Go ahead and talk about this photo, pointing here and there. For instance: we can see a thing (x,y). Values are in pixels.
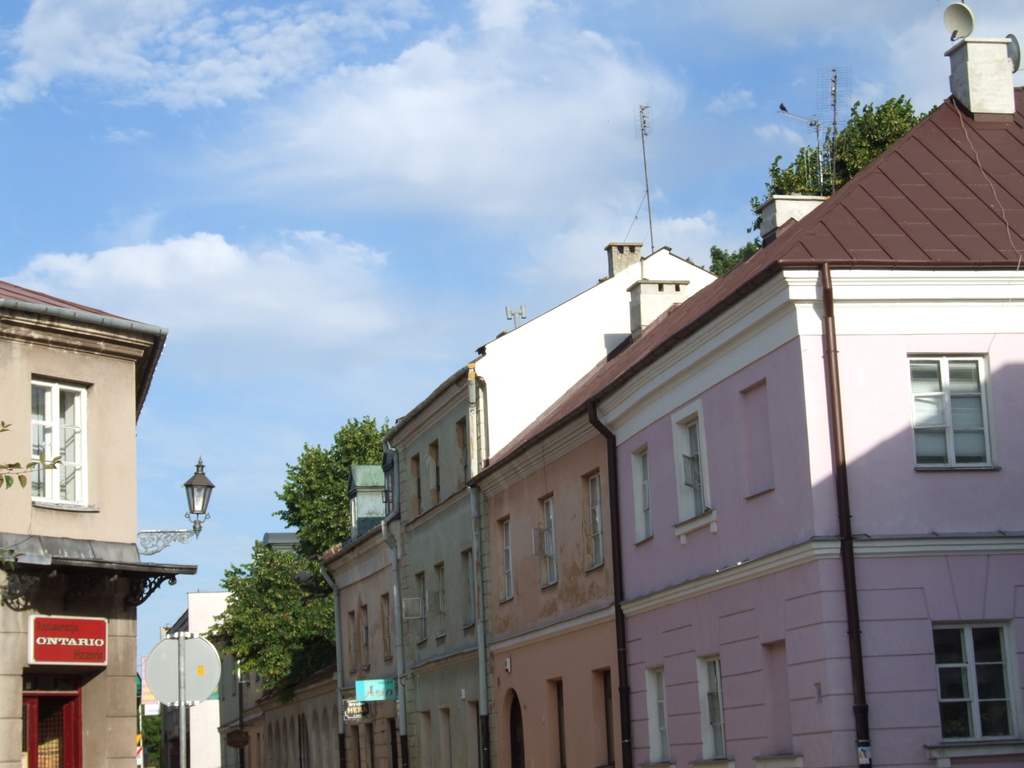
In this picture we can see some buildings (349,629) here, there are glass windows (365,628) here, we can see trees (308,624), there is a light (193,509) here, we can see a board (203,664) here, there is the sky (449,210) at the top of the picture (441,170), we can see a hoarding (99,644) here.
